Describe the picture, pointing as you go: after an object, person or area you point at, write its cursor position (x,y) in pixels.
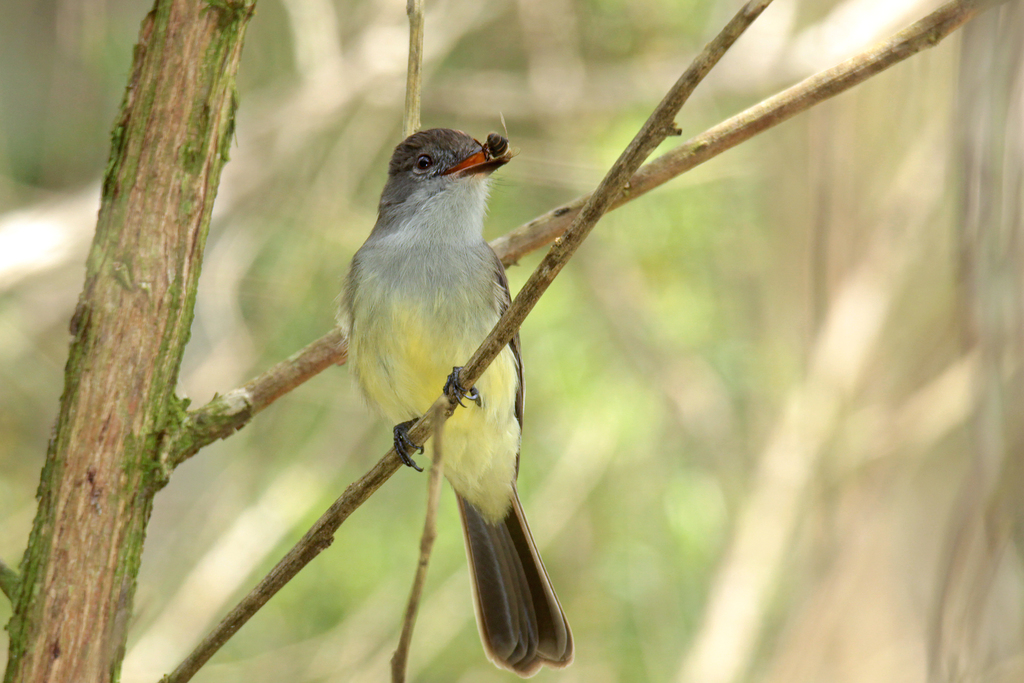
In the image I can see a bird (434,336) on a branch (440,420) of a tree (168,439). The background of the image (602,399) is blurred.
